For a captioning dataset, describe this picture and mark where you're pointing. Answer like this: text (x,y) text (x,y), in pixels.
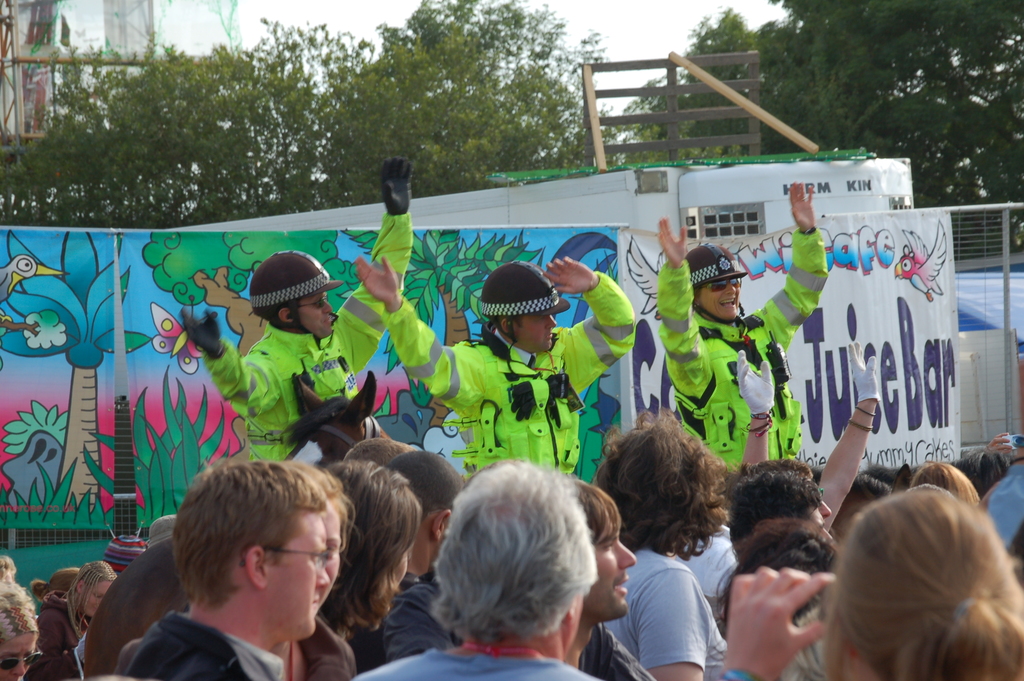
In this image we can see a horse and three people (522,343) sitting on horses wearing the helmets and uniform (539,365). At the bottom of the image (519,633) we can see a group of people (365,548). In that a person (784,606) is holding a device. On the backside (994,329) we can see a metal fence (963,438), some banners (956,440) with the pictures (180,462) and some text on them, a wooden frame (759,112), a group of trees (656,127), a poster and the sky (322,70) which looks cloudy.
